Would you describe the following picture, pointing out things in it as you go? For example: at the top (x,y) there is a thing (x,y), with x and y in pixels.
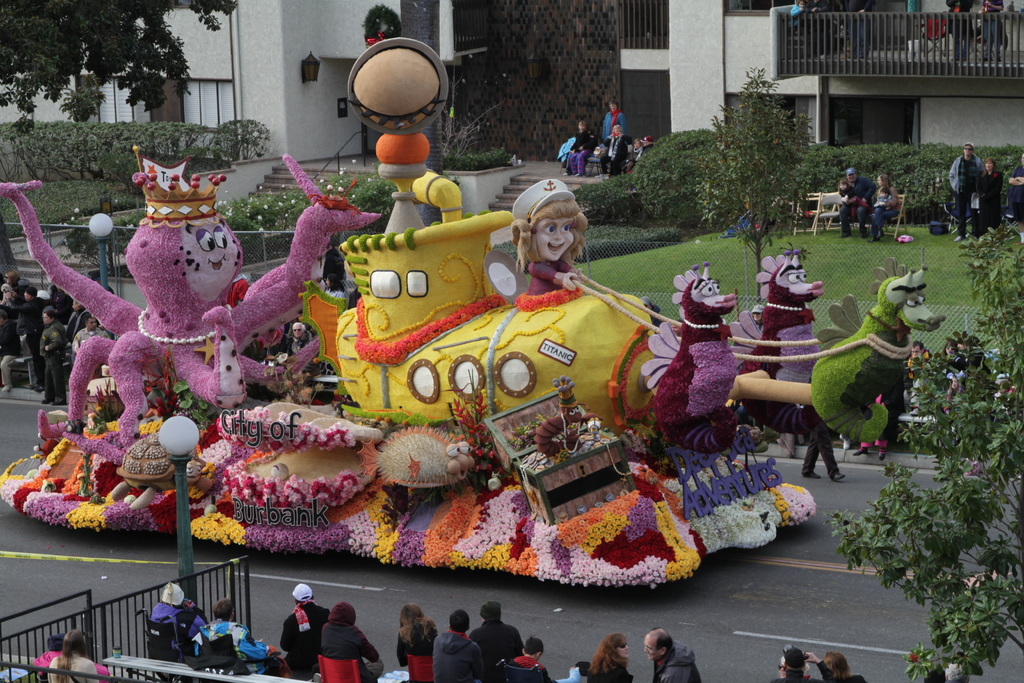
In the center of the image (476,328) we can see a rose parade (450,460). In the background (1020,185) there are people (972,187) sitting and some of them are standing. At the bottom (55,671) there is crowd (67,667) and we can see gates (78,625). There is a pole (181,574) we can see buildings (286,114), trees (728,152), bushes (111,152) and stairs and we can see a road (524,597).
